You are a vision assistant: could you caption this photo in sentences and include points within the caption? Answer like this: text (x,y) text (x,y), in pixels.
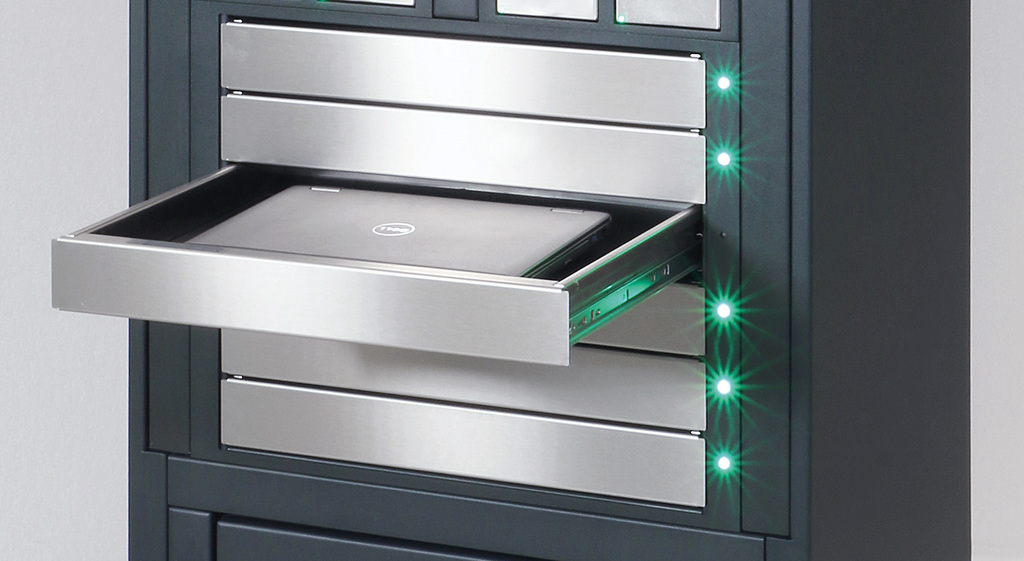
In this image we can see some racks (483,272) and a laptop (379,246) in it, there are some lights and the wall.
